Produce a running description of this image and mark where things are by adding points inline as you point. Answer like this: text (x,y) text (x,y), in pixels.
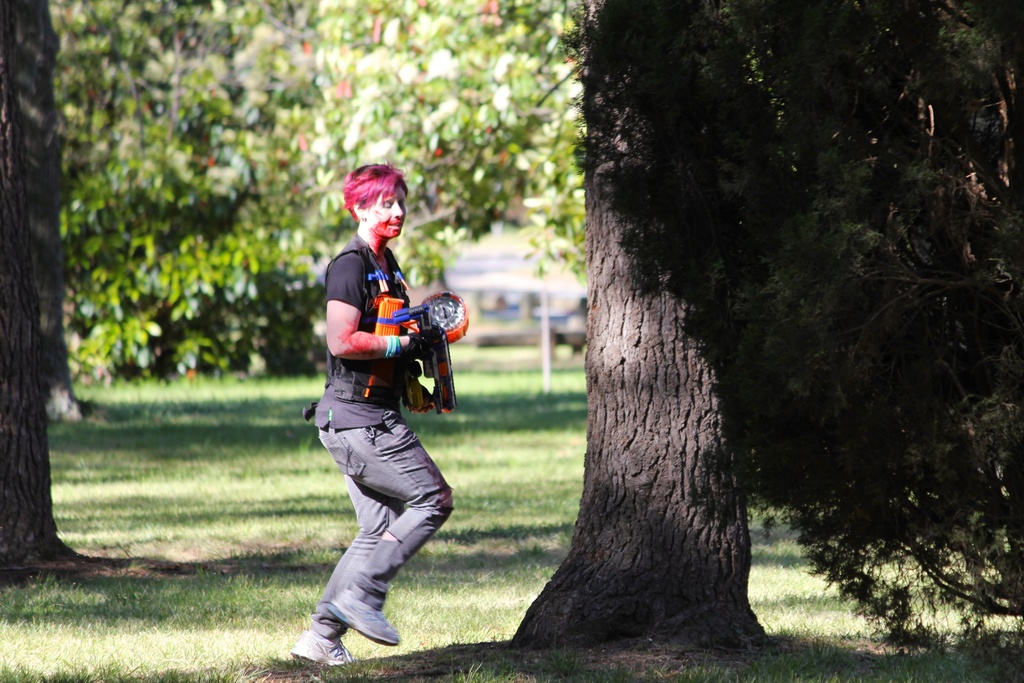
A person (429,533) is running, this person (353,357) wore black color t-shirt (365,297), trouser (380,478), shoes (377,609). There are trees (613,217) in this image.
